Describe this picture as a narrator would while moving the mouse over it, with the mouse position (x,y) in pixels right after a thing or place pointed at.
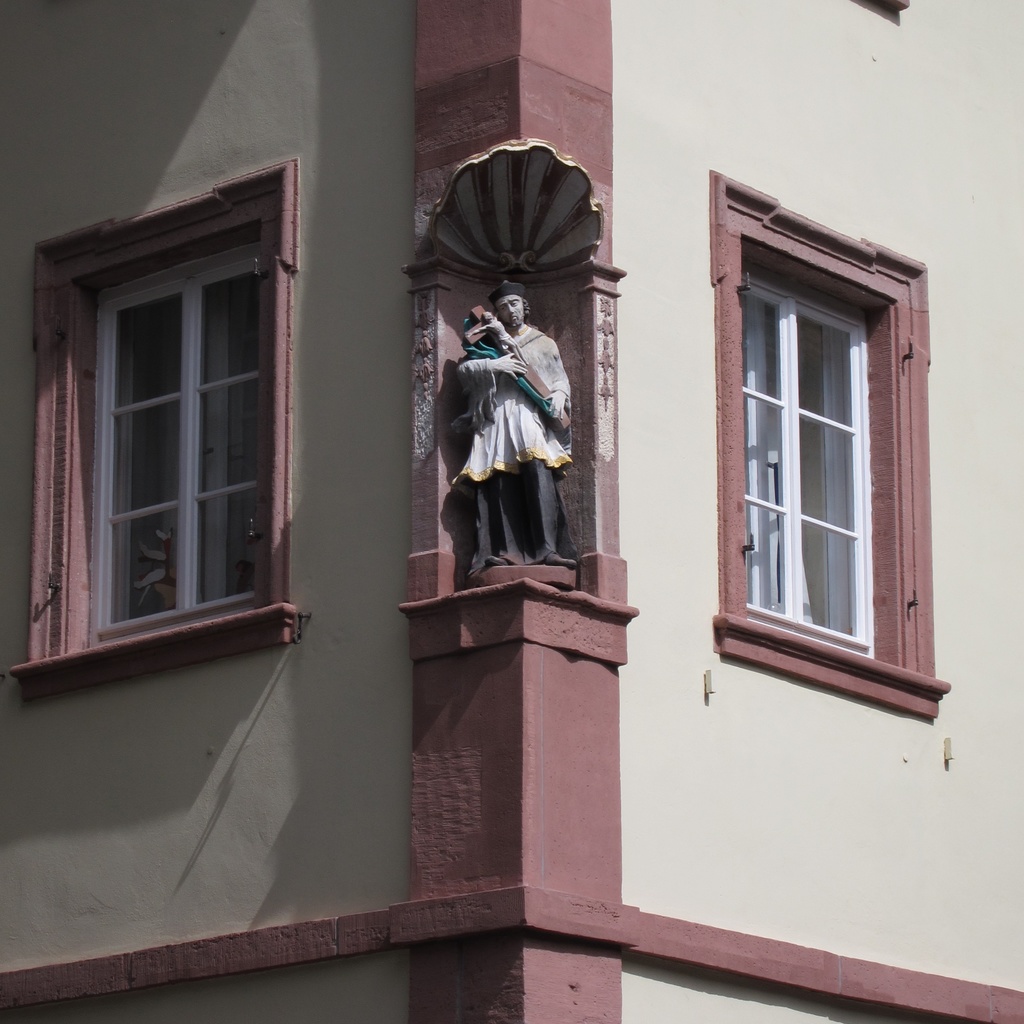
In this image there is a building (121,463) for that building (95,703) there are windows (801,456) and there is a sculpture (488,423).
